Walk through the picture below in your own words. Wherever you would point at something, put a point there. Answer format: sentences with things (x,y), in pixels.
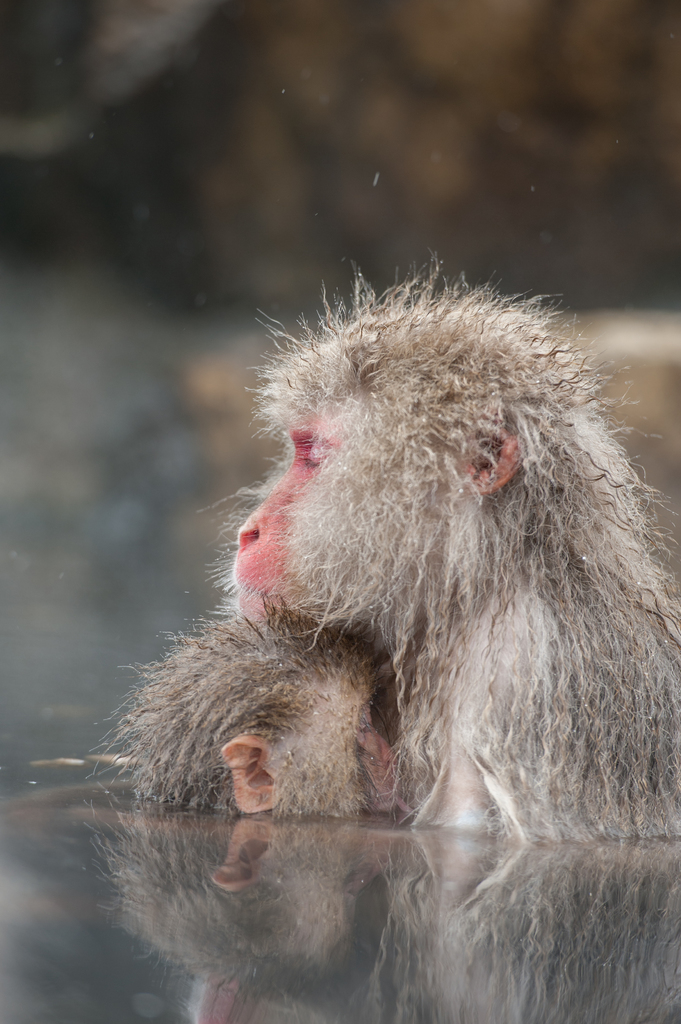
In this image I can see two grey colour monkeys (399,603).
